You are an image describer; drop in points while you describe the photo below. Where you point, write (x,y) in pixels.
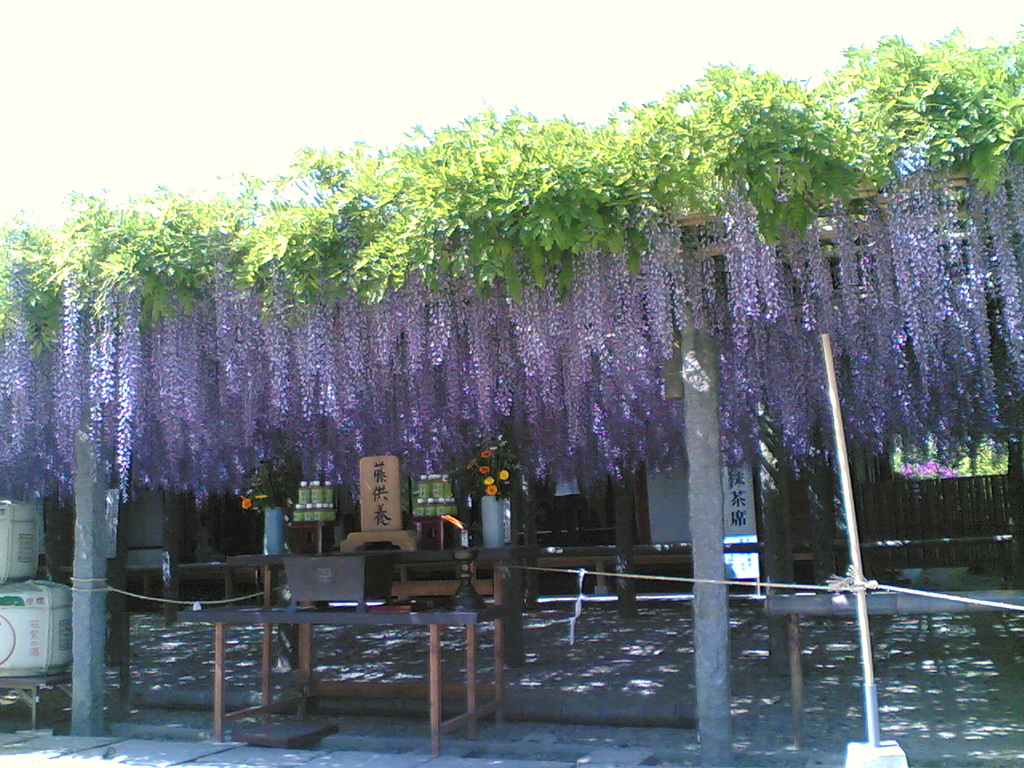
In this picture there are some blue and green flower plant (516,356) hanging from the shed (688,348). In the bottom side (418,684) there is a brown color table (464,721) and chair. On the left side (25,541) there are two white color boxes (39,609).
